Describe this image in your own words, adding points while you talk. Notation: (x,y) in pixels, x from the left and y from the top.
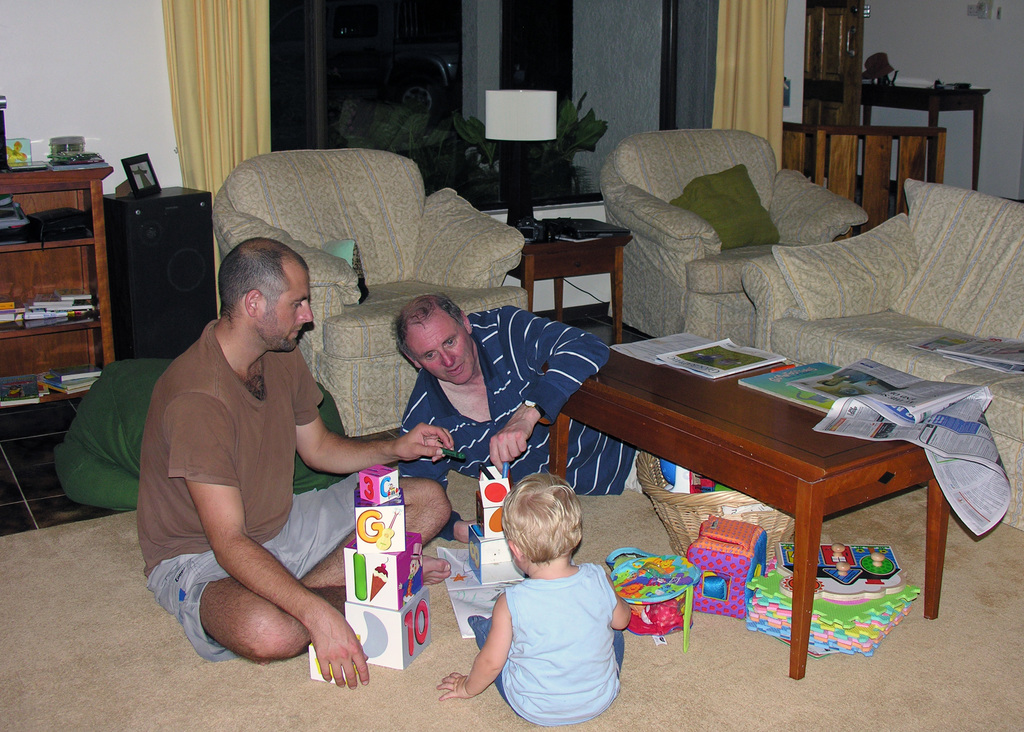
In this image there are two men (449,387) and one children (538,615) on the right side of the image (862,313) there is one couch (885,330) and on the couch (899,320) there are pillow (732,204) and papers (965,345) are there on the left side (66,269) there is one cupboard (52,288) and in that cupboard (54,245) there are some books (64,390) beside that cupboard (63,257) one sound system (163,268) is there and on the sound system (158,202) one photo frame (139,177) is there on the top of the left corner (92,62) there is one wall (107,55) in the middle of the image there is one window (336,66) and curtains (249,69) are there on the right top corner (913,40) there is one wall (972,50) in the middle of the image (558,250) there is one table (571,261) and on the table (544,258) there is one lamp (528,172) and on the background of the image (466,137) there is one plant (477,143) on the right side of the image (809,606) there is one table (778,424) and on the table (673,382) papers (874,410) are there on the table (791,406) on the bottom of the image (406,582) there are some toys (512,575) and one basket (724,497) is under the table (798,590) and on the floor (33,511) there is one carpet (779,642).
